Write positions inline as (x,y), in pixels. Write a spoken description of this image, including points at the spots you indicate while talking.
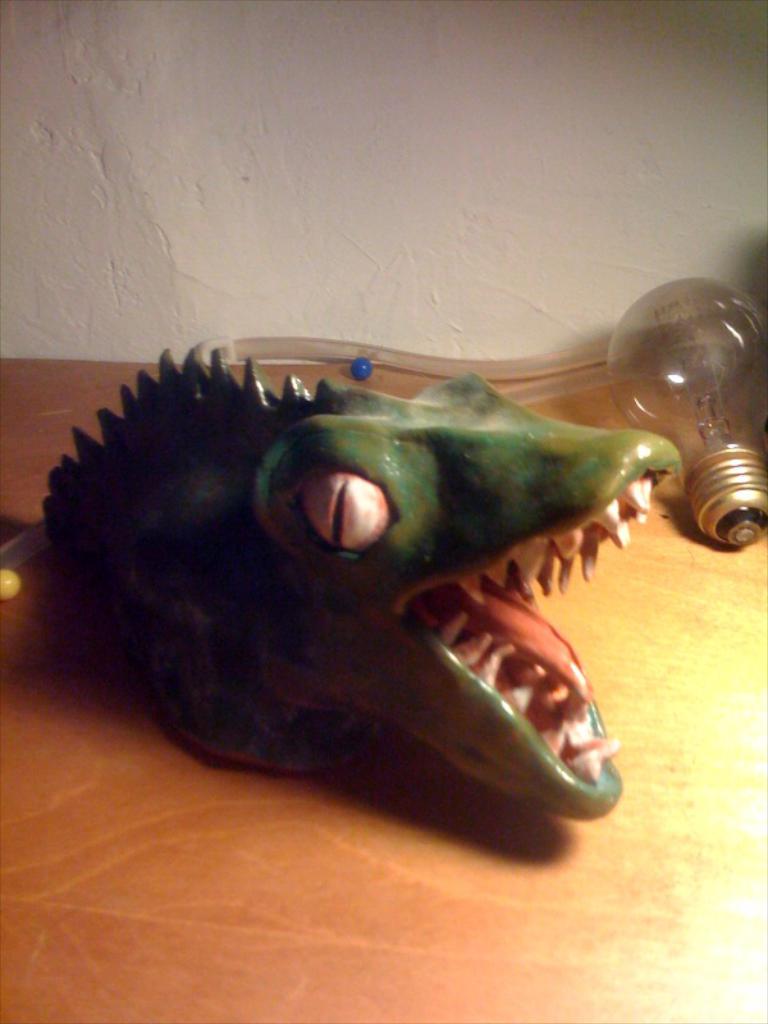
In the picture I can see a green color toy (370,629), a bulb (700,403) and a pipe (427,354) are placed on the wooden surface (488,831). In the background (365,307), I can see the white color wall (389,284).
